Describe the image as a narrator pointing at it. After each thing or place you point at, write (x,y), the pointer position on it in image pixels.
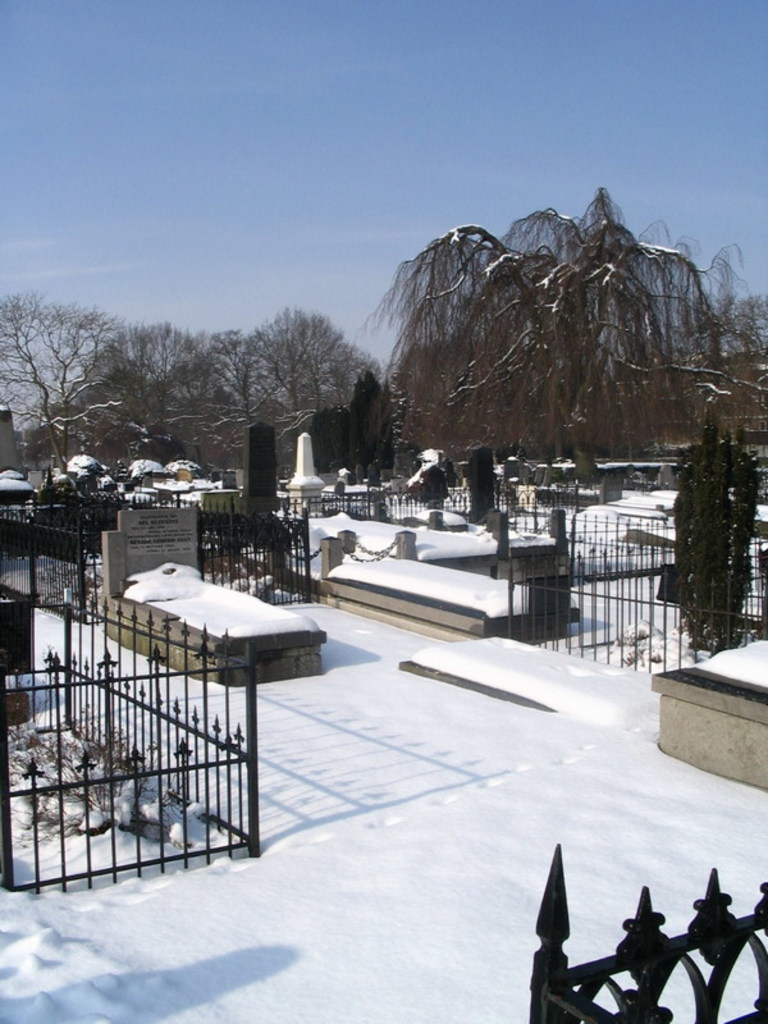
In this picture, it seems to be there are graves (565,568) in the center of the image (423,652) on the snow floor (555,736) and there are headstones (144,573) and boundaries (510,615) in the image and there are trees (442,345) in the background area of the image (442,345).
